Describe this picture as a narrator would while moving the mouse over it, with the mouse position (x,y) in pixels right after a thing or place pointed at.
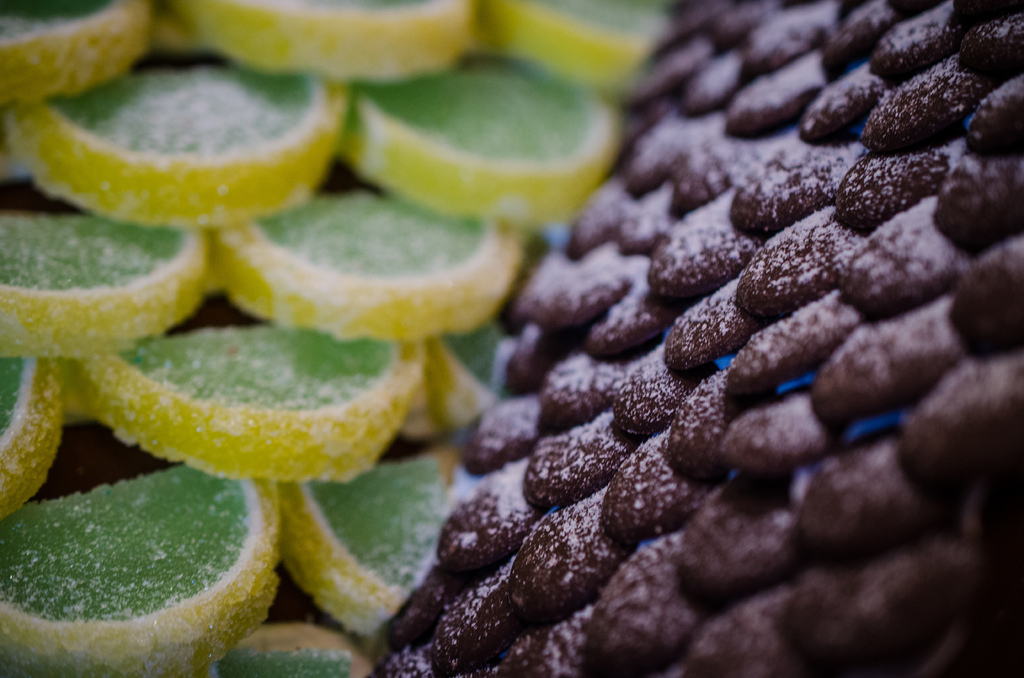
In this image at front (70,639) we can see sugar candies (539,350).
